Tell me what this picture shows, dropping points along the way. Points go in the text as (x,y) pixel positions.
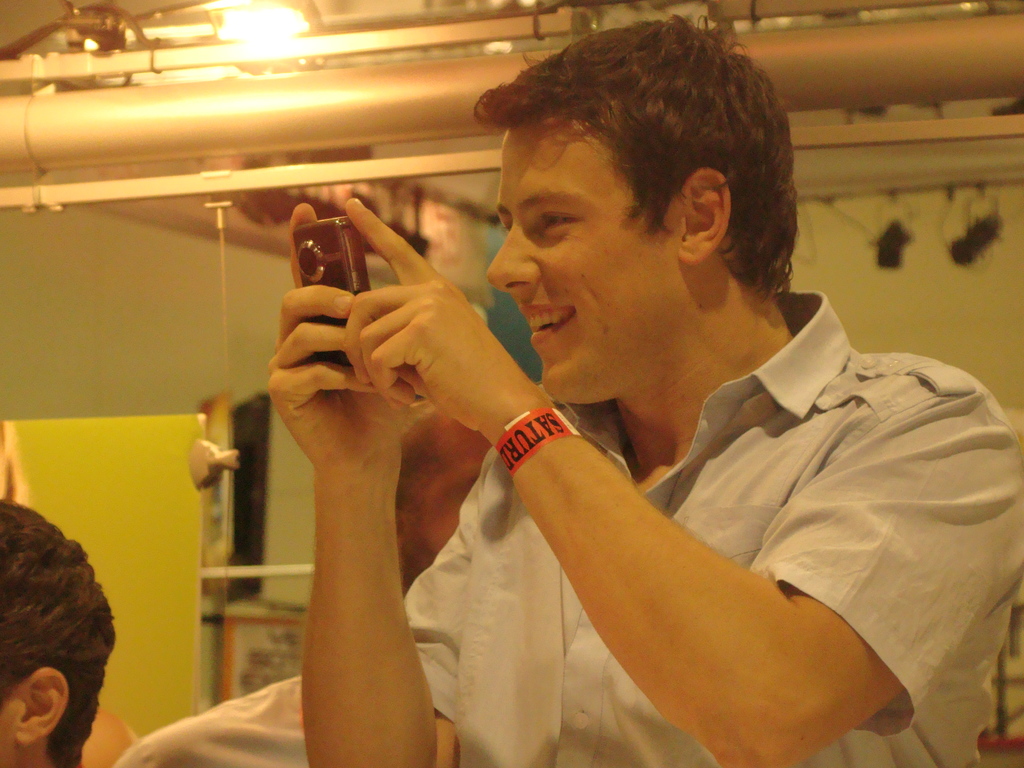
In this image we can see a man (572,380) is standing, and smiling, he is holding a camera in the hands (374,402), he is wearing the shirt (751,496), here is the light (221,34).
